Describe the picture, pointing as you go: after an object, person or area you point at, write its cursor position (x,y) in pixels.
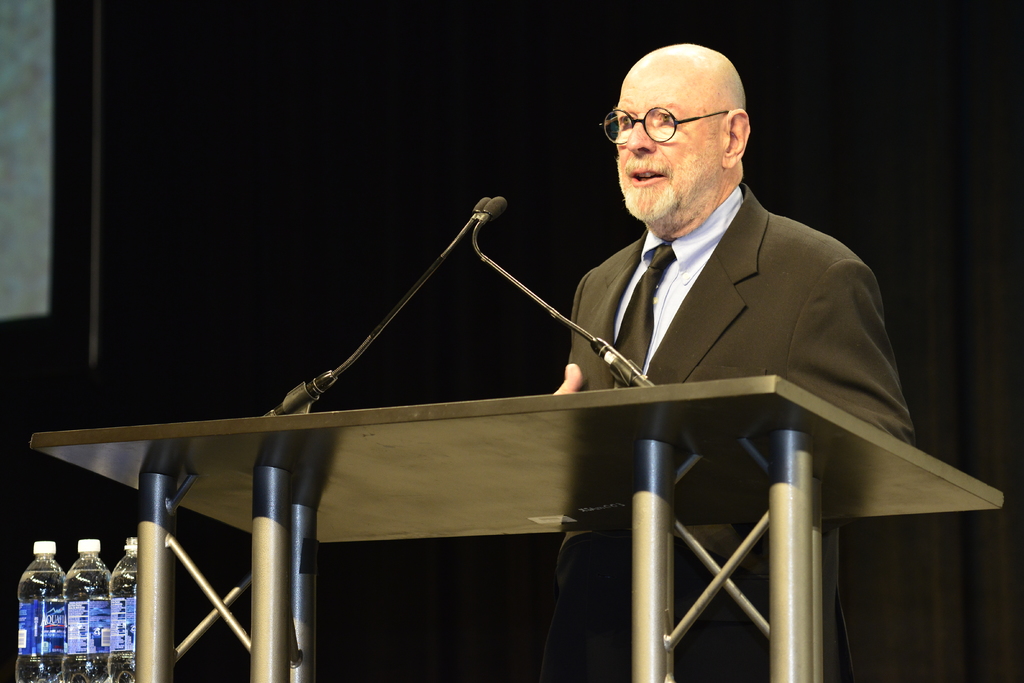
In this image I can see a man (851,413) is standing near the podium (588,418) and speaking. He wore tie (641,294), shirt (692,274), coat (708,295), spectacles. On the left side (18,624) there are water bottles (121,562).
